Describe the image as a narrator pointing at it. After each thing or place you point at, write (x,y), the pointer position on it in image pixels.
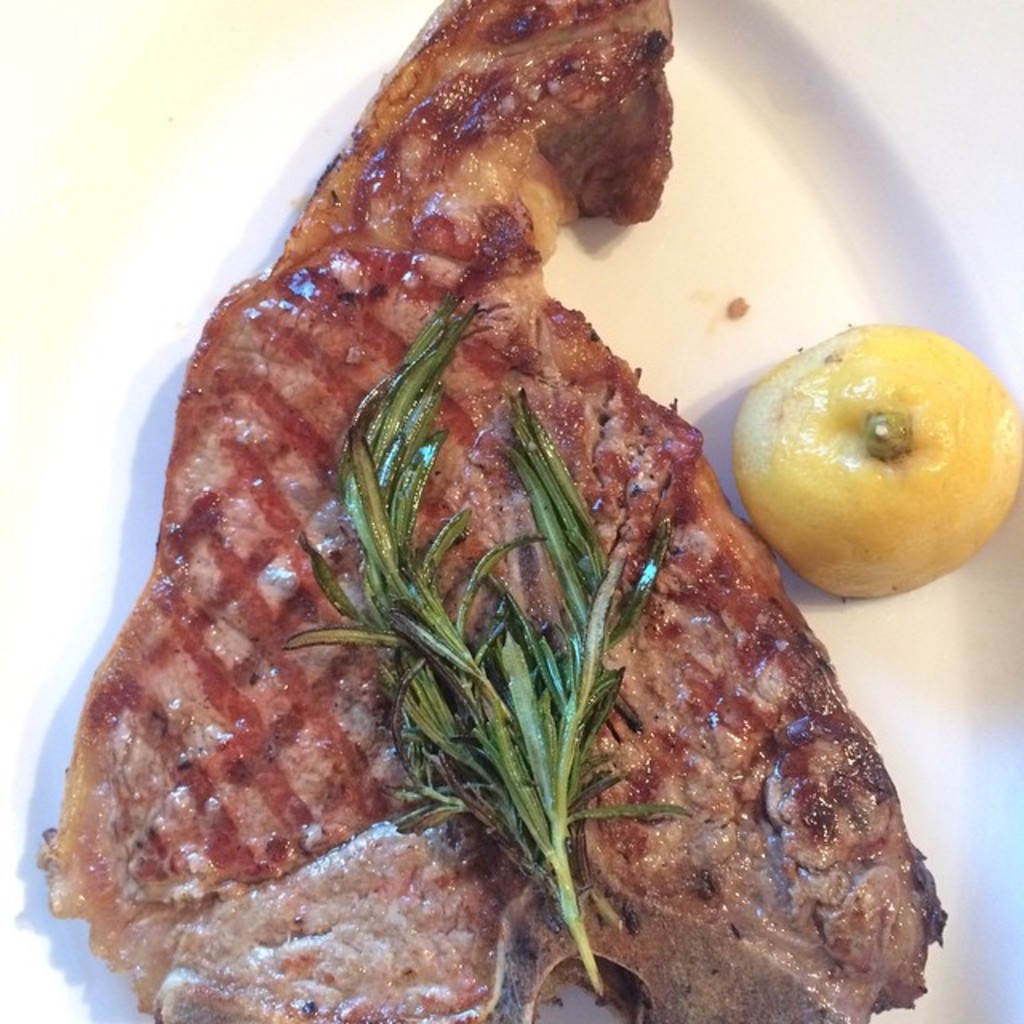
There is a white surface (72,414). On that there is a piece of meat (213,558) with leaves (516,634) and a lemon (773,507).
